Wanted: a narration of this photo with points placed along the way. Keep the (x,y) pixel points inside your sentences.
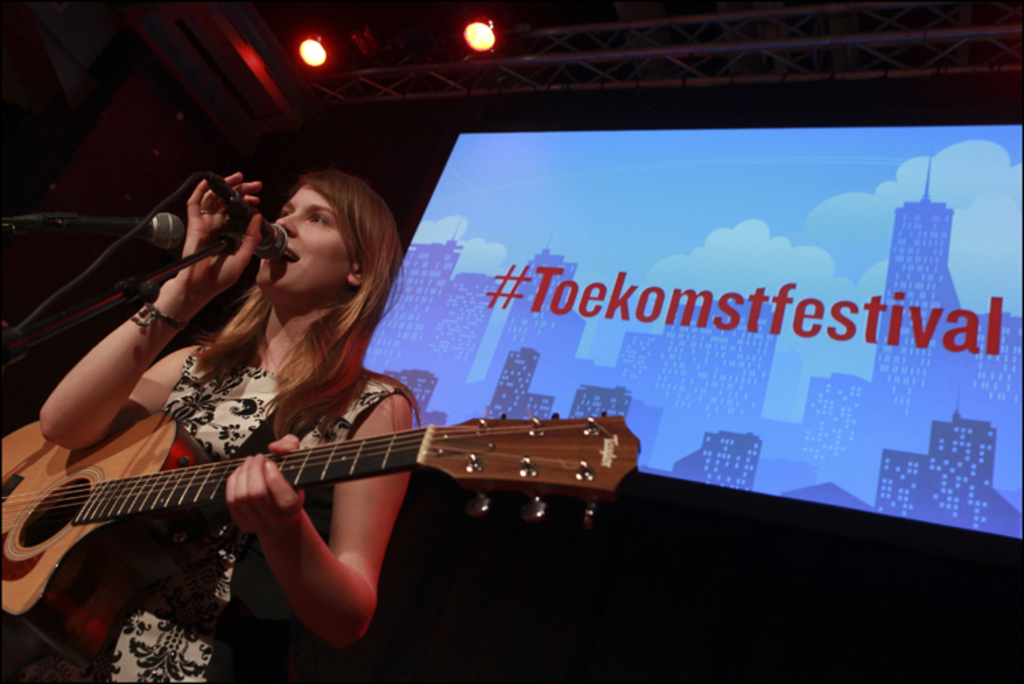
On the background of the picture (762,284) we can see a screen (599,221). These are lights (487,37). Here we can see one woman (195,370) in front of a mike (275,248), she is holding a guitar (171,486) in her hands (196,231) and singing.
